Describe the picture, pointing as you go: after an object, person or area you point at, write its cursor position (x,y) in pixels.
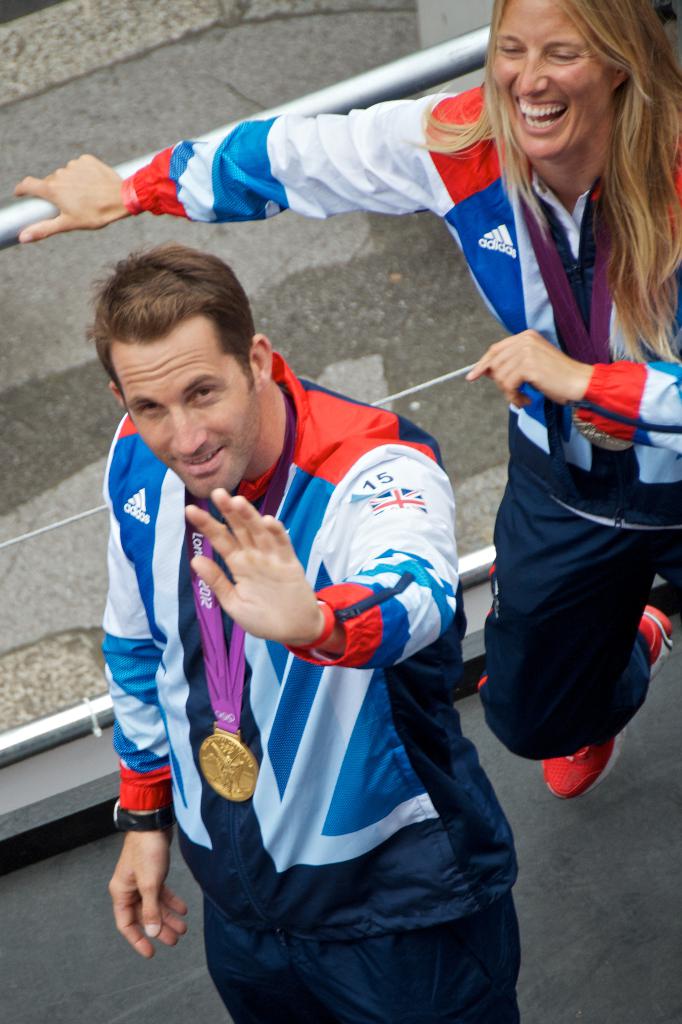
In the foreground of this image (266,691), there is a man (248,691) wearing a jacket (348,808) and a medal (248,769). Behind him, there is a woman (638,407) wearing a jacket (673,382) is standing near railing (411,61). At the top (147,87), there is pavement (177,42).
